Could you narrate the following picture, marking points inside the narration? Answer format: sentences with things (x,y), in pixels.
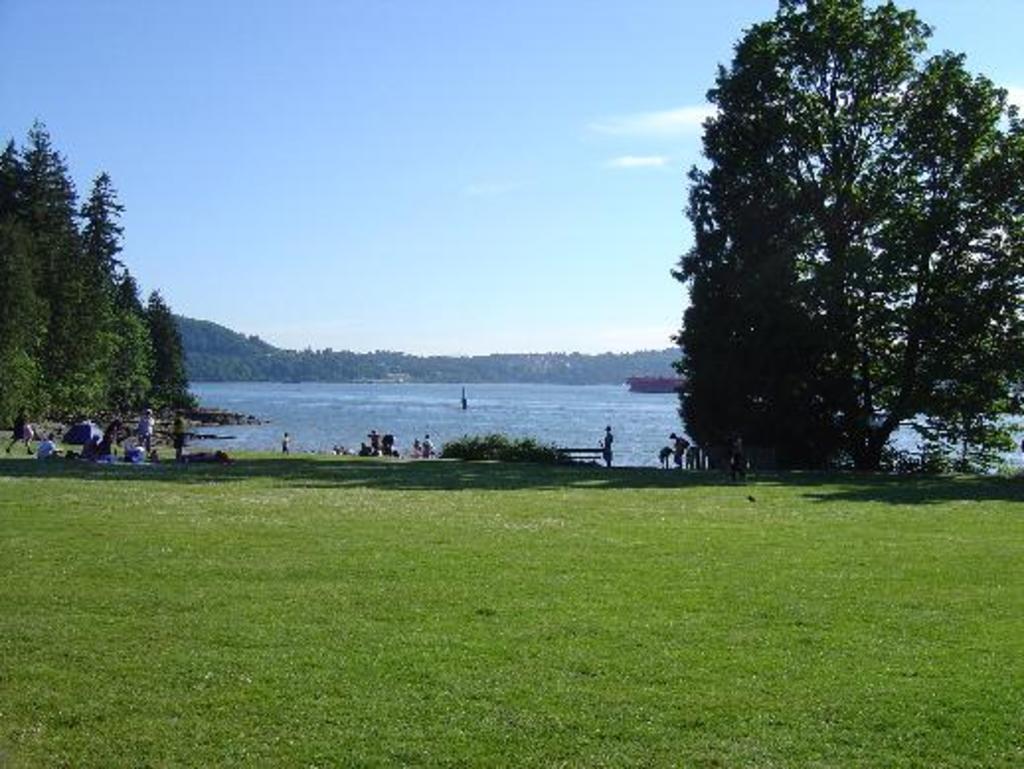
In this image, we can see people (184,435) and there are trees (746,298). At the bottom (331,568), there is water (392,429) and ground (338,656) covered with grass (423,658). At the top (369,154), there is sky (462,175).
